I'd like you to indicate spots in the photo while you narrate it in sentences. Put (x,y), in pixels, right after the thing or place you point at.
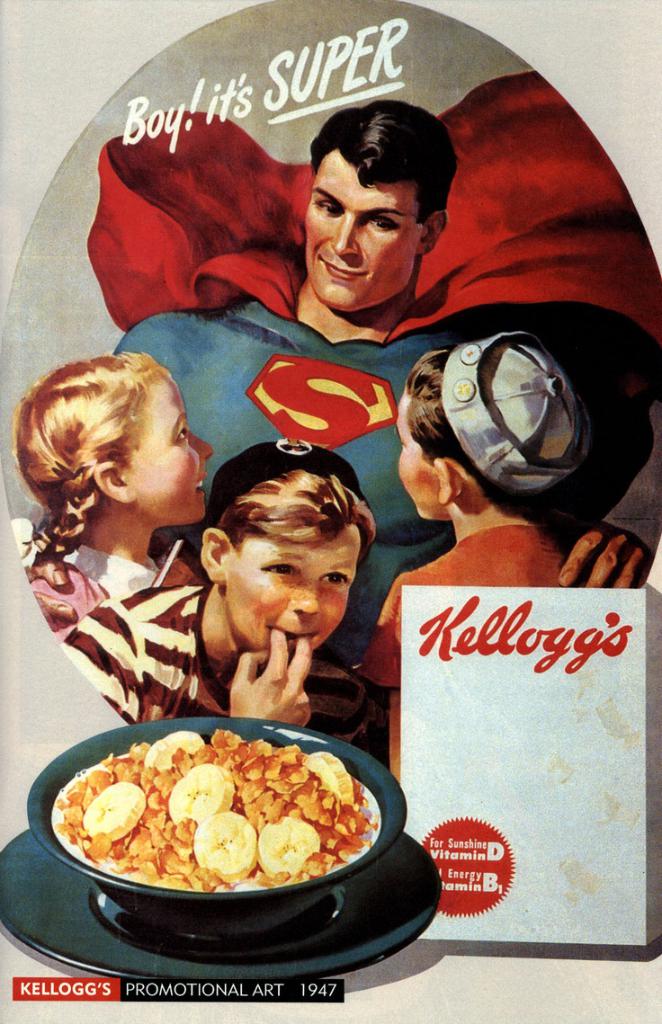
In this picture I can observe a poster (96,236). In this poster (85,618) I can observe superman (294,344) and three children (90,441). There is some food (236,793) in the bowl (361,766). I can observe some text (80,989) on the left bottom side of the image (111,996).
